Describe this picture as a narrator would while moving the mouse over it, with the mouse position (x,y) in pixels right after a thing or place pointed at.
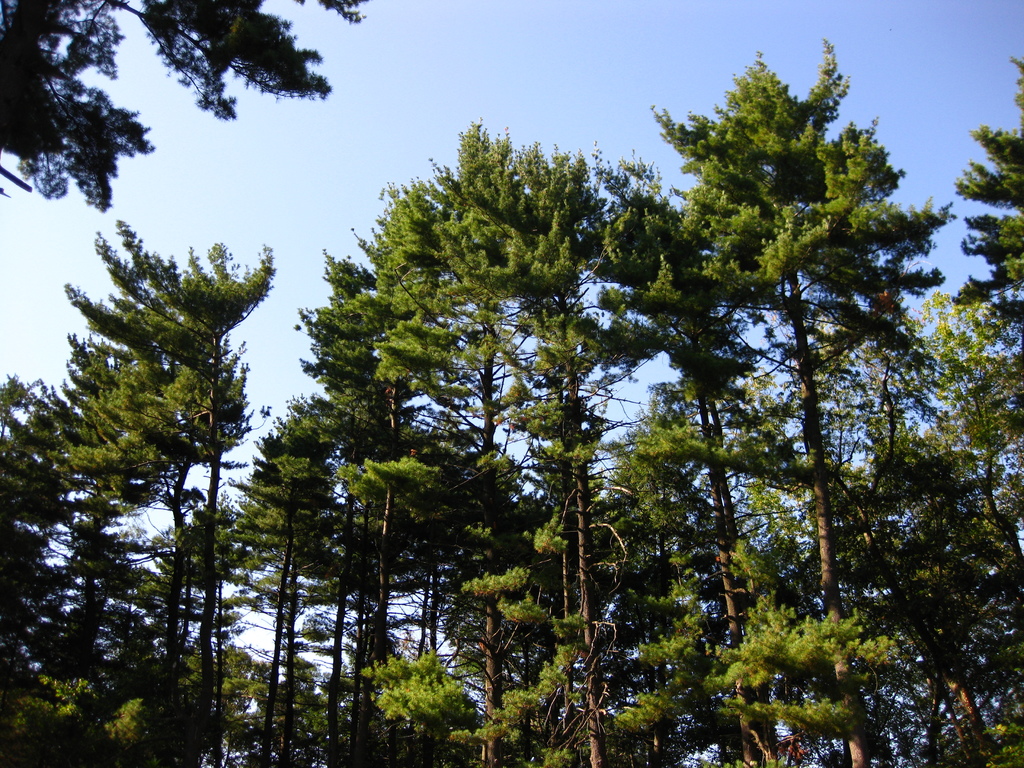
In this picture we can see a few trees (989,147) from left to right. Sky (286,308) is blue in color.
